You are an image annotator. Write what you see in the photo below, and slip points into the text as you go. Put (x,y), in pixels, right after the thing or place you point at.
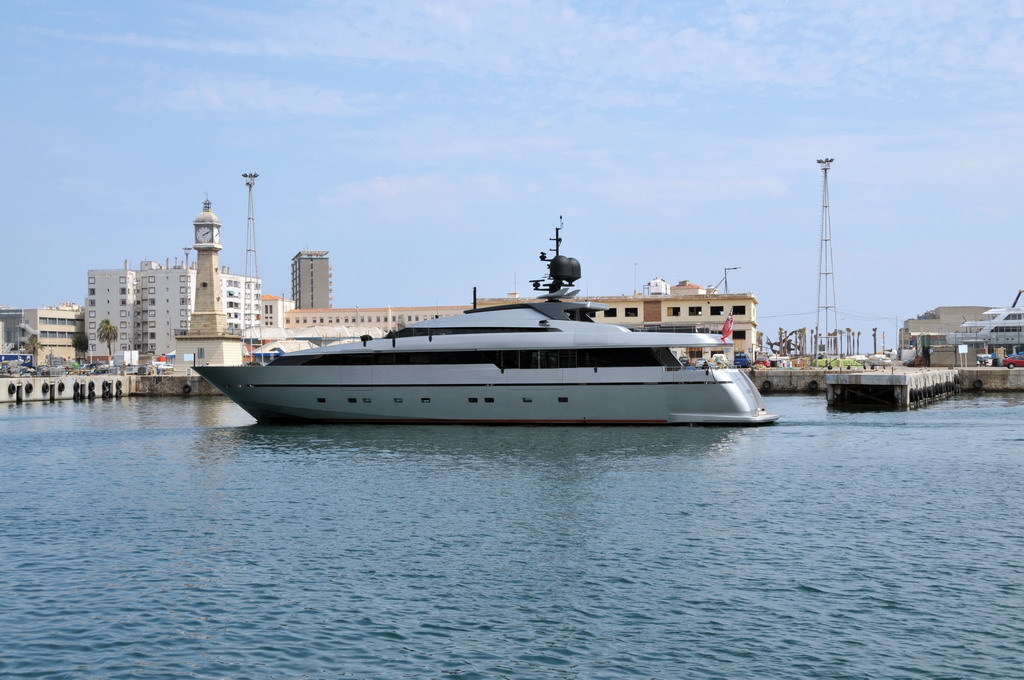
Here in this picture in the middle (398,408) we can see a boat (450,377) present in the water (770,442) covered over there and beside that we can see number of buildings (114,291) and stores (942,342) present and we can also see towers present and we can also see plants (84,347) and trees (105,322) also present and we can see clouds (404,177) in the sky (411,163).
